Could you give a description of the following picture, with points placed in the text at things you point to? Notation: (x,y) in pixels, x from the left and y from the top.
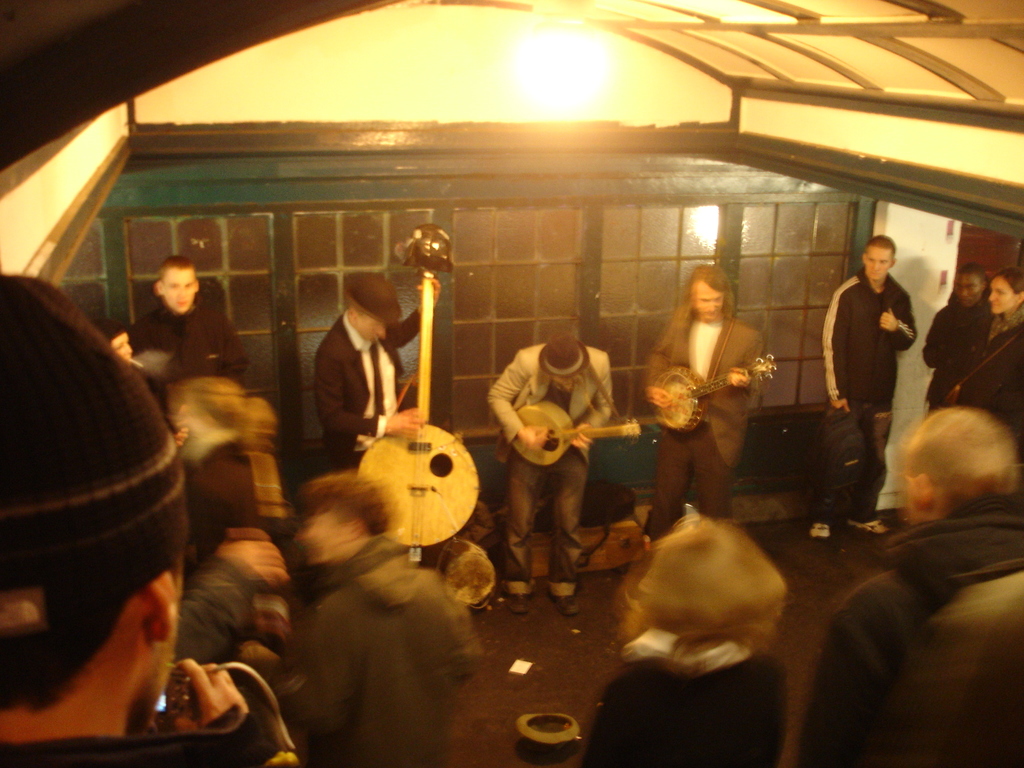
In the image few people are standing and holding some musical instruments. Behind them there is a wall (580,262). At the top of the image (776,105) there is roof (767,66) and there are some lights (561,101).
